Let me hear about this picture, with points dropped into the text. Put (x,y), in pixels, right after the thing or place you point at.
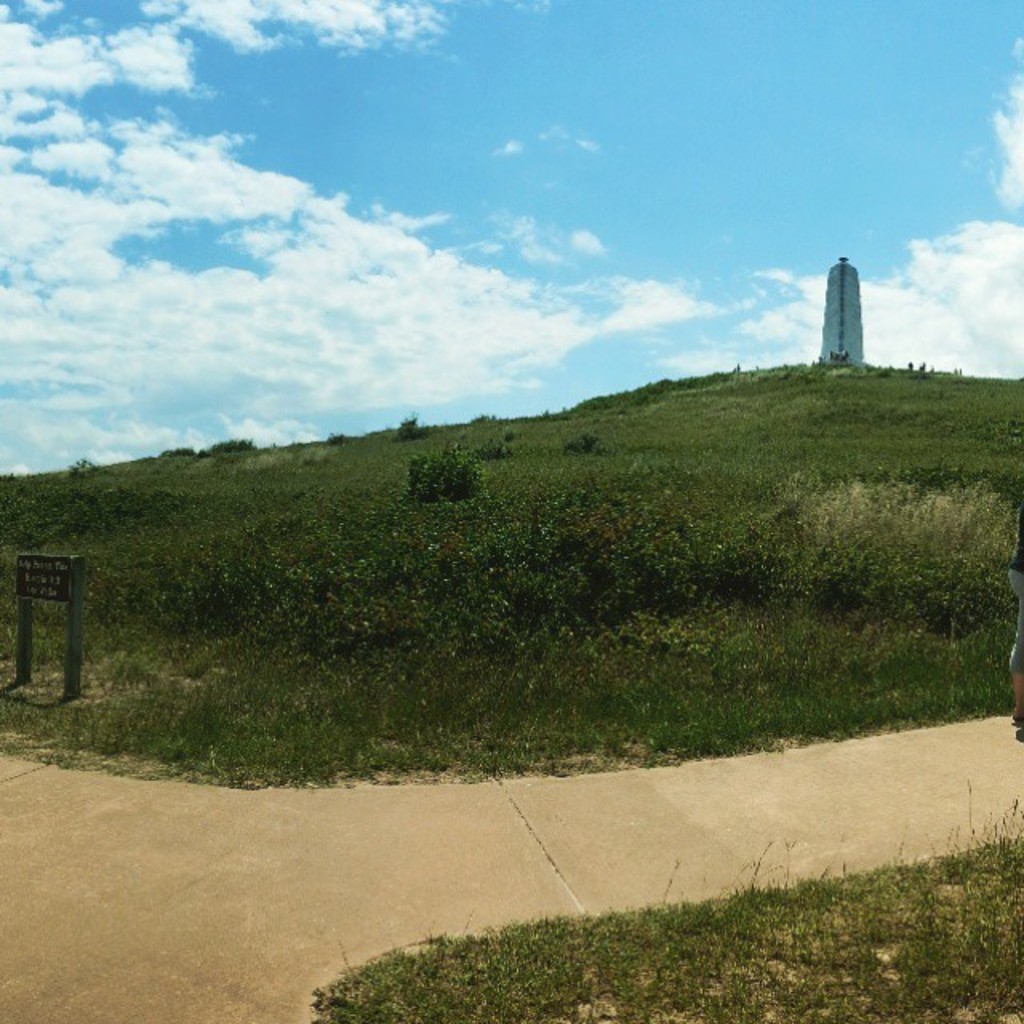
In this picture there is a tower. On the right side of the image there is a person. On the left side of the image (21,580) there is a board (36,571) on the pole (73,630) and there is a text (55,589) on the board (63,589). At the top (712,100) there is sky (464,179) and there are clouds (245,361). At the bottom (738,693) there are plants (540,595) and there is a road (393,858).
